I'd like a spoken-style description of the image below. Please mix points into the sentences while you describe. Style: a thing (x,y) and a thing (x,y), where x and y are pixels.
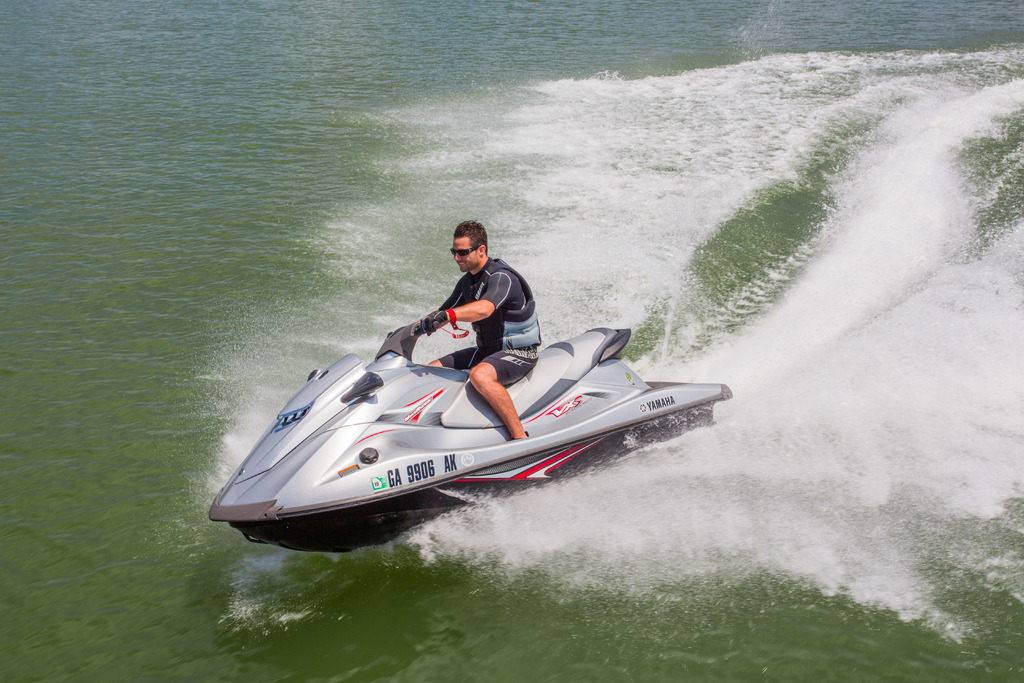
In this image, we can see a man (505,352) on the speedboat (415,508) and we can see water (258,185).
